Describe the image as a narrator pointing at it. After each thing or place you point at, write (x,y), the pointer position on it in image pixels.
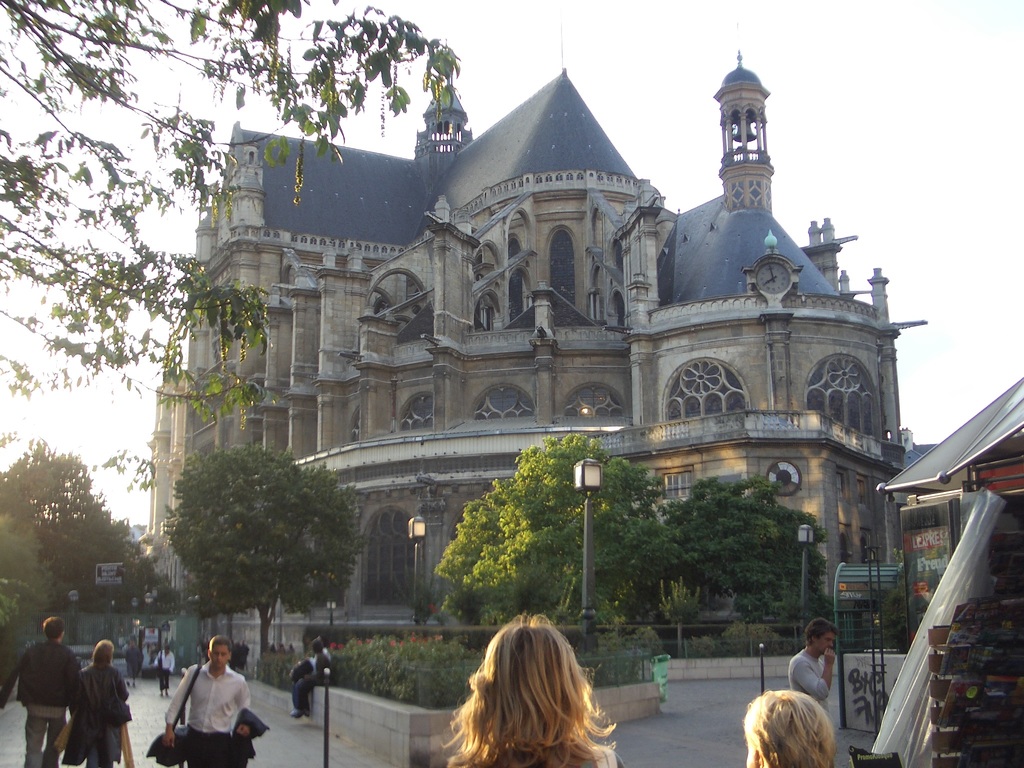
In the image we can see there is a building (389,392) and there are trees (61,568). There are people (463,709) standing on the road (20,703) outside the building (402,594).
